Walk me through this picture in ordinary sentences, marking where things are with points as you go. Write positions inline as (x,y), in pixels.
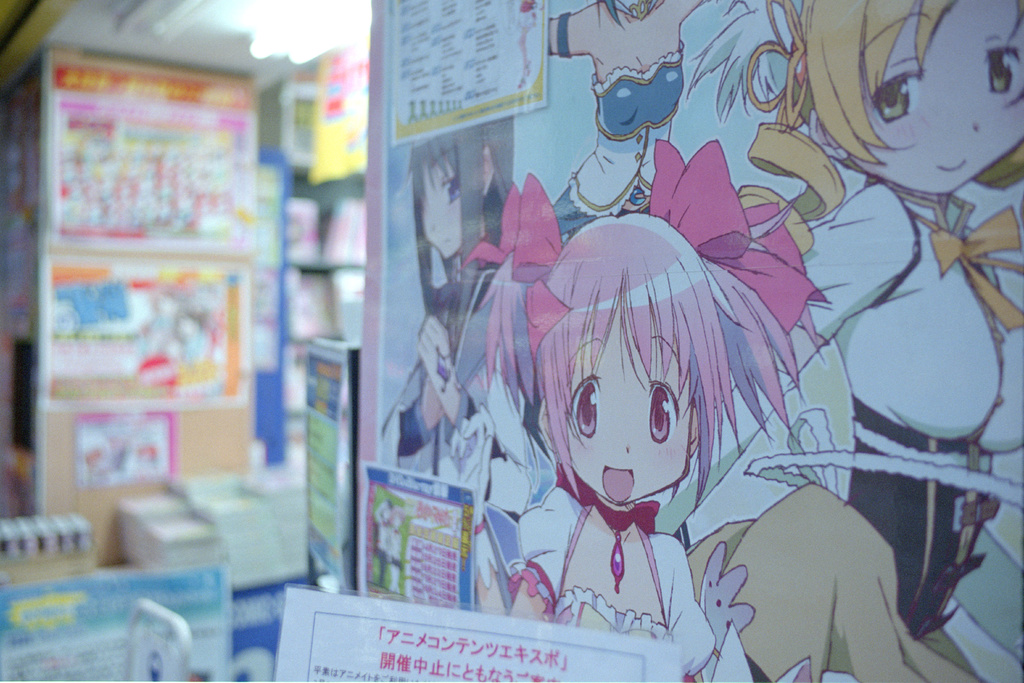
In this image, we can see depiction of persons (637,310) on the wall (730,181). There is a placard (461,645) at the bottom of the image (508,647). In the background (198,320), image is blurred.
